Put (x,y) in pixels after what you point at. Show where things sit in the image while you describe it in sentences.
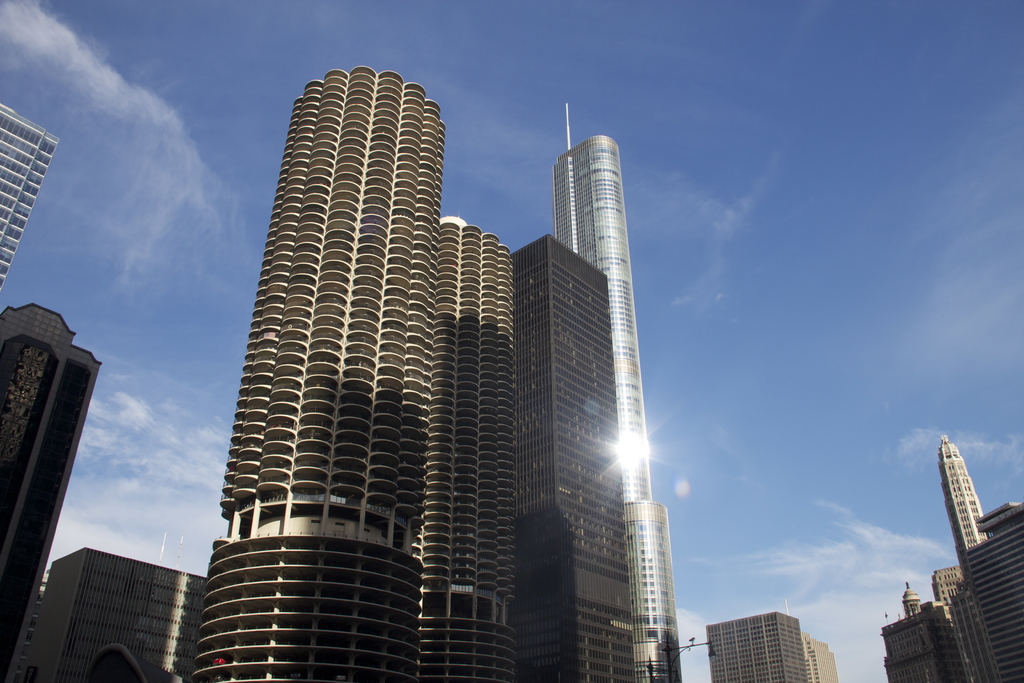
This image consists of buildings (644,542) in the middle (544,422). There is sky (571,125) at the top (466,149).
